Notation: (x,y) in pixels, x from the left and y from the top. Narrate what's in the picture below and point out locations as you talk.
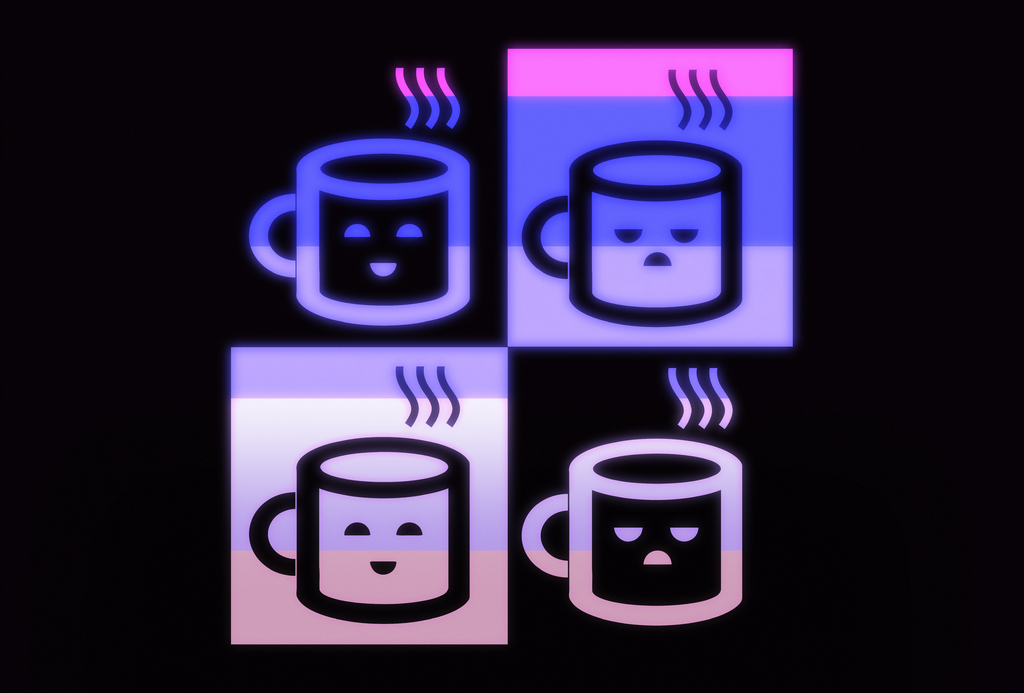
This is an edited image. In this image we can see the pictures of cartoon beverage mugs (600,293).
